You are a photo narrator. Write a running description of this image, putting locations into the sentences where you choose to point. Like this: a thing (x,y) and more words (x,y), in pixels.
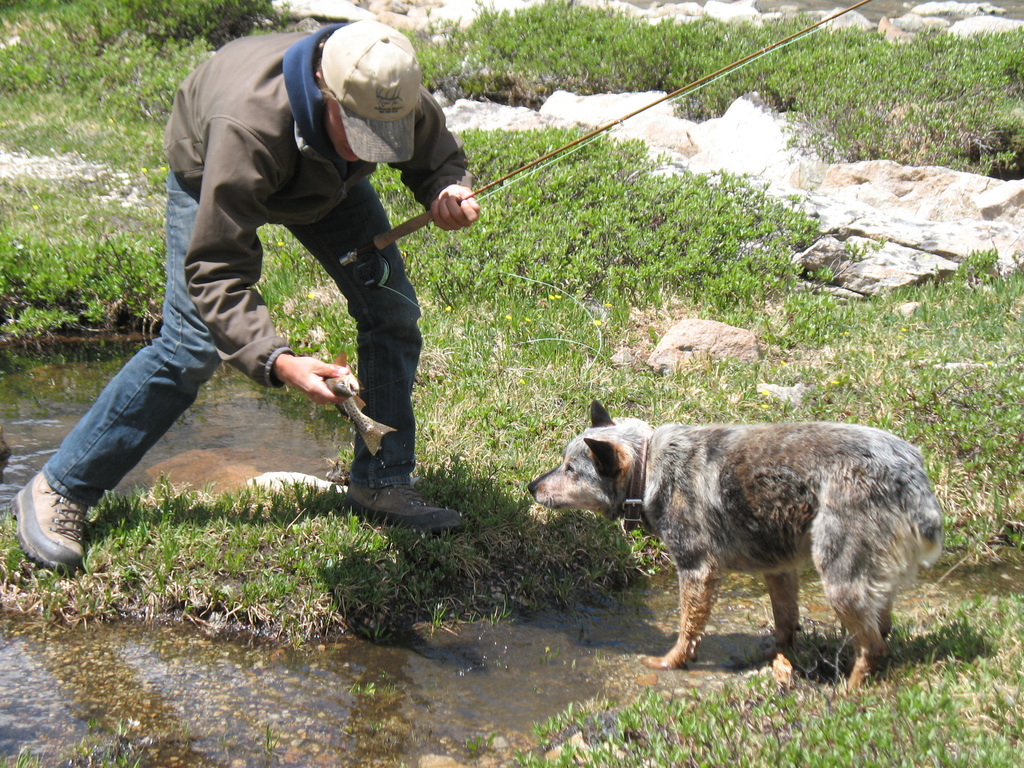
In this image in the center (350,398) there is water (467,643) and there is an animal (711,559) standing on the ground (522,524) and there is a person (255,208) standing and holding a stick (401,226) and food (361,405) in his hand (307,387) and there are stones (689,163) on the ground (14,539) which is in the background (680,137).
